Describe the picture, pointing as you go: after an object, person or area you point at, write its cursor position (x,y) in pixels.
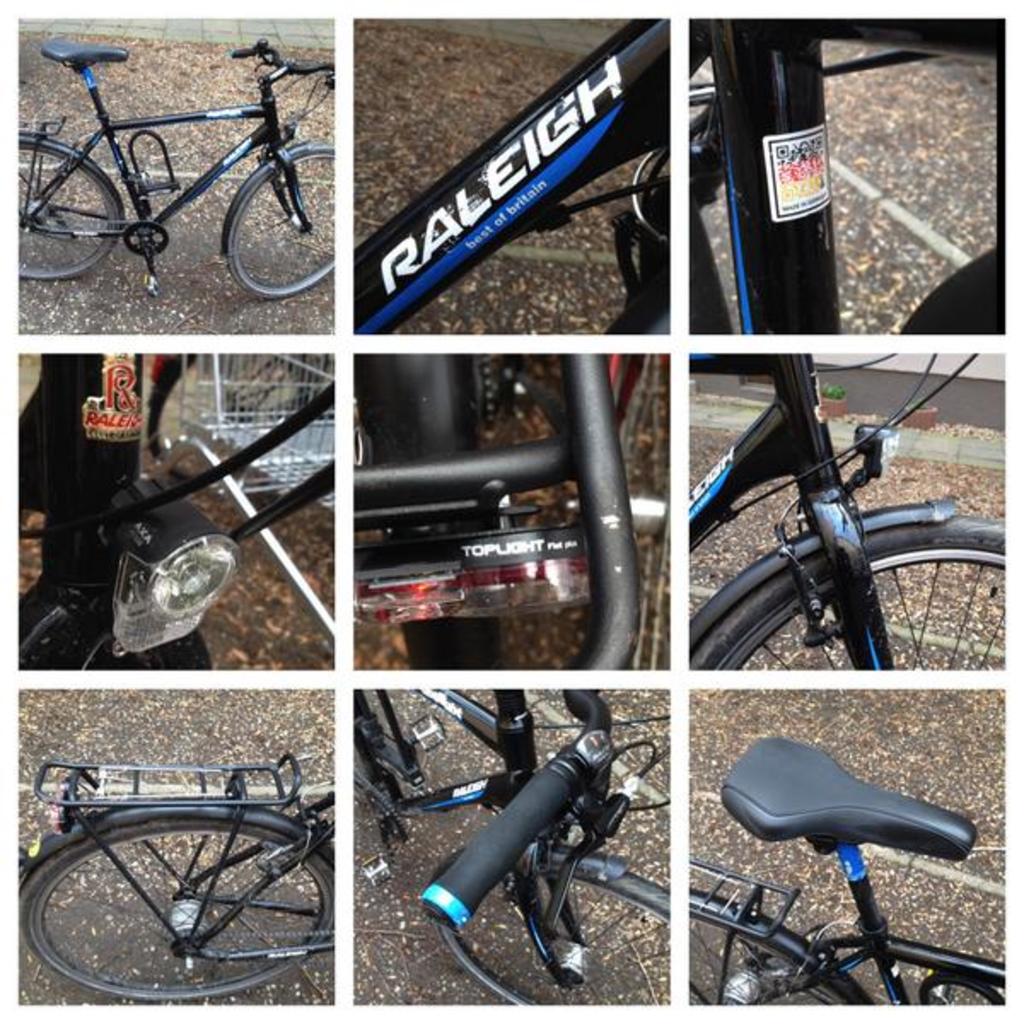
This is an edited image. This picture is the collage of nine images. In each image, we see the different parts (589,410) of the bicycle (435,551).
